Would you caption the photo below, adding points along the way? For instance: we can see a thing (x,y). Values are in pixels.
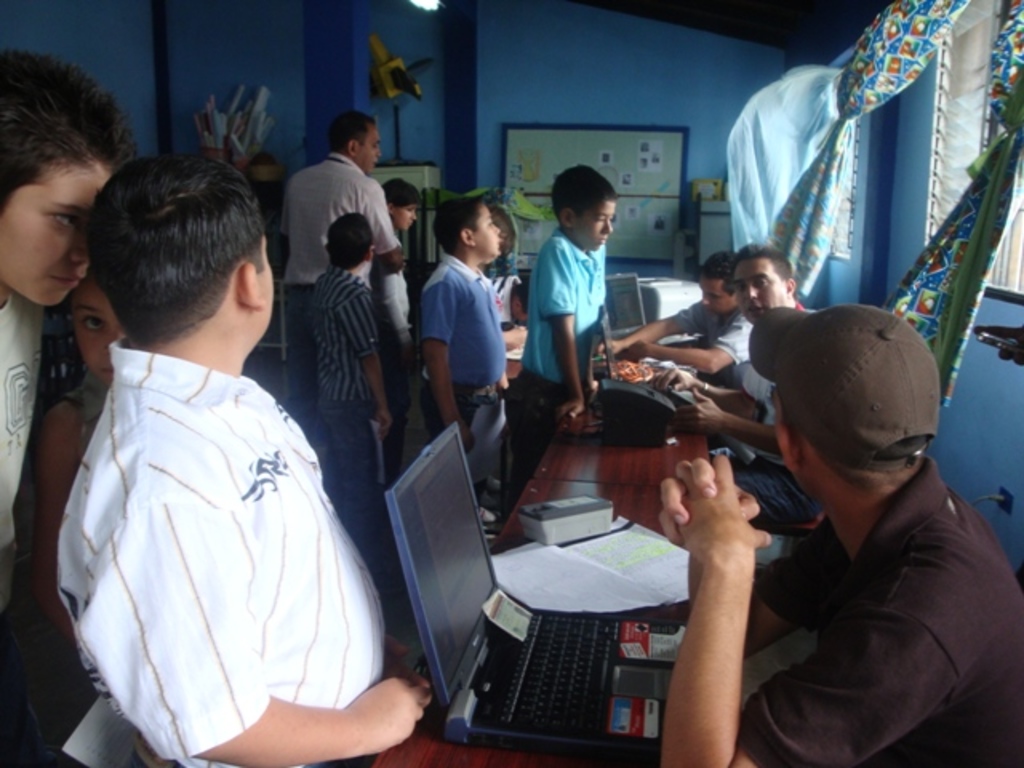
In this image I can see a group of people (402,254) on the floor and three persons (695,608) are sitting on the chairs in front of a table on which there are laptops (567,637), bag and papers (613,538). In the background (197,29) I can see a wall (536,109), window (993,15) and a curtain (966,237). This image is taken in a hall (681,451).
